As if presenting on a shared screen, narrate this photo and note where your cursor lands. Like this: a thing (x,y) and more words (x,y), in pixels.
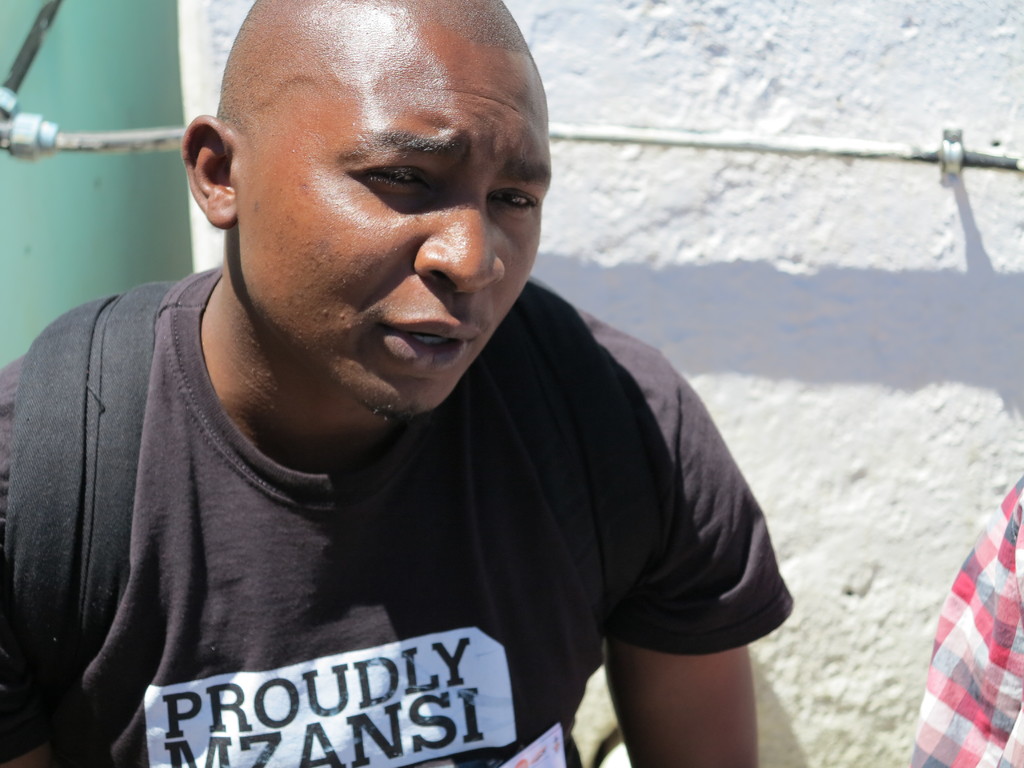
In this picture we can see two persons (693,489) where a man (336,119) wore a black T-Shirt (334,515) and in the background (733,376) we can see wall (715,389).
